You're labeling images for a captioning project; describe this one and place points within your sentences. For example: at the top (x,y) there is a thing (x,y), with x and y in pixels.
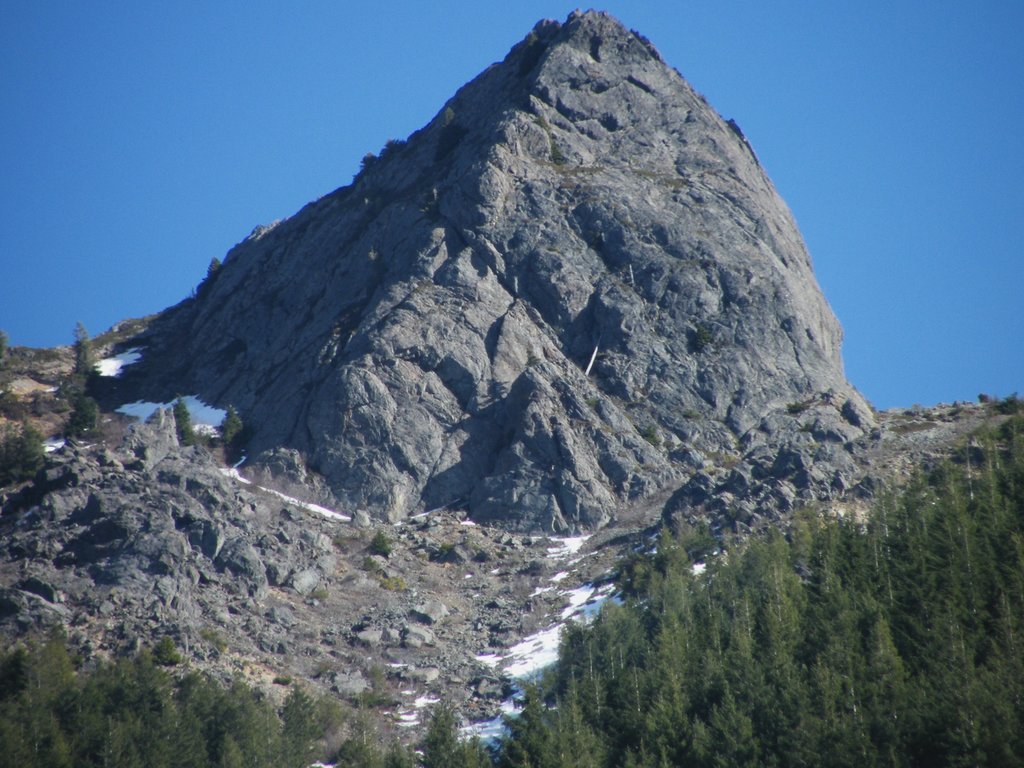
In this image at the bottom (911,636) there are some trees (869,656) and in the center (449,399) there are some mountains (163,497), and rocks (407,578) and some sand (407,578) and at the top (284,74) there is sky (981,108).
